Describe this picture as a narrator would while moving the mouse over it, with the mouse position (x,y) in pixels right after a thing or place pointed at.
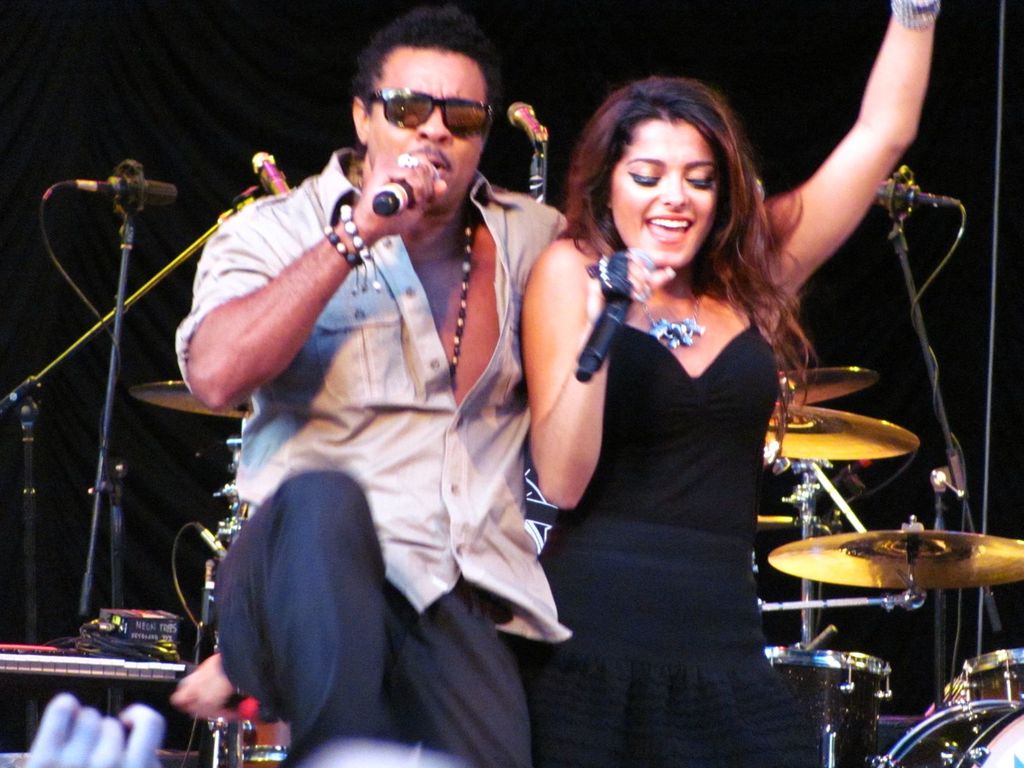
In this image in front (630,384) there are two persons (426,388) holding the mikes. Behind them there are musical instruments (126,657).
